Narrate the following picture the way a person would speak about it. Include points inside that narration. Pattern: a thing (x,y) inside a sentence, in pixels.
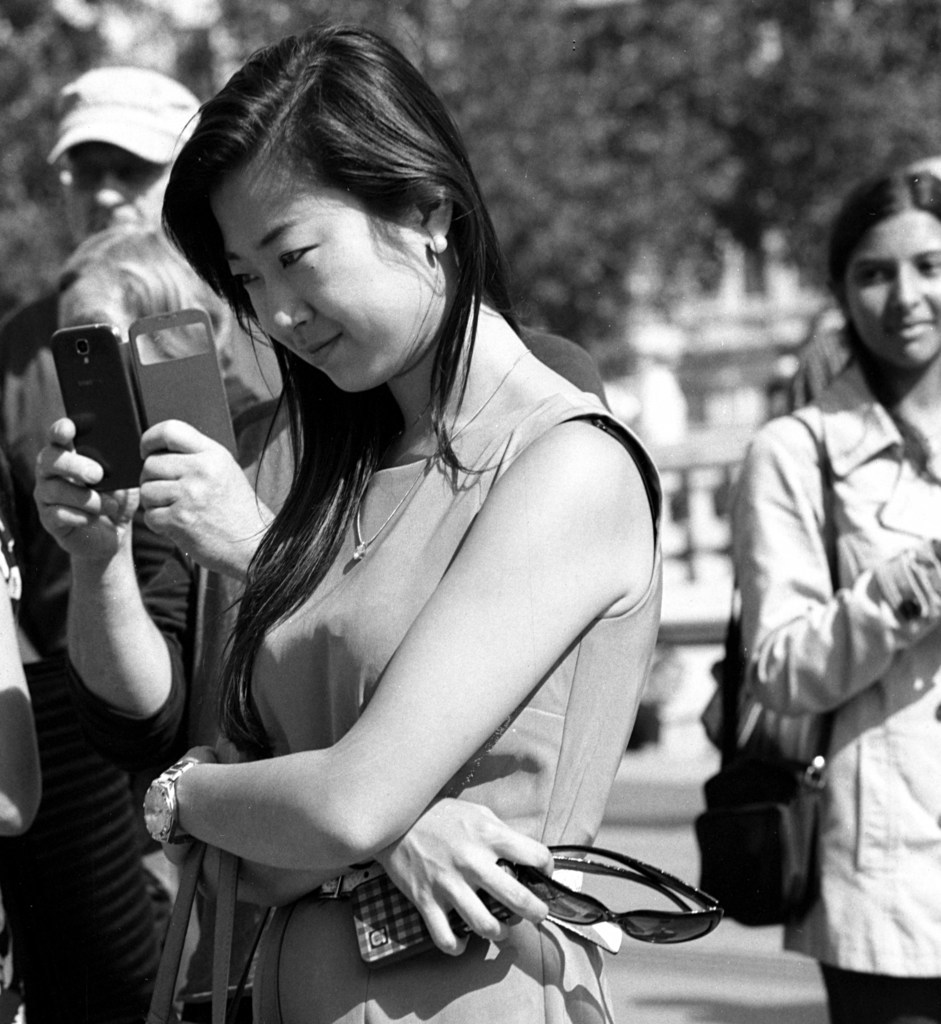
In the image we can see there are people (444,564) standing and there is a person (188,494) holding mobile phone (152,411) in her hand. Behind there is a building (738,307) and there are trees (722,112). The image is in black and white colour.
